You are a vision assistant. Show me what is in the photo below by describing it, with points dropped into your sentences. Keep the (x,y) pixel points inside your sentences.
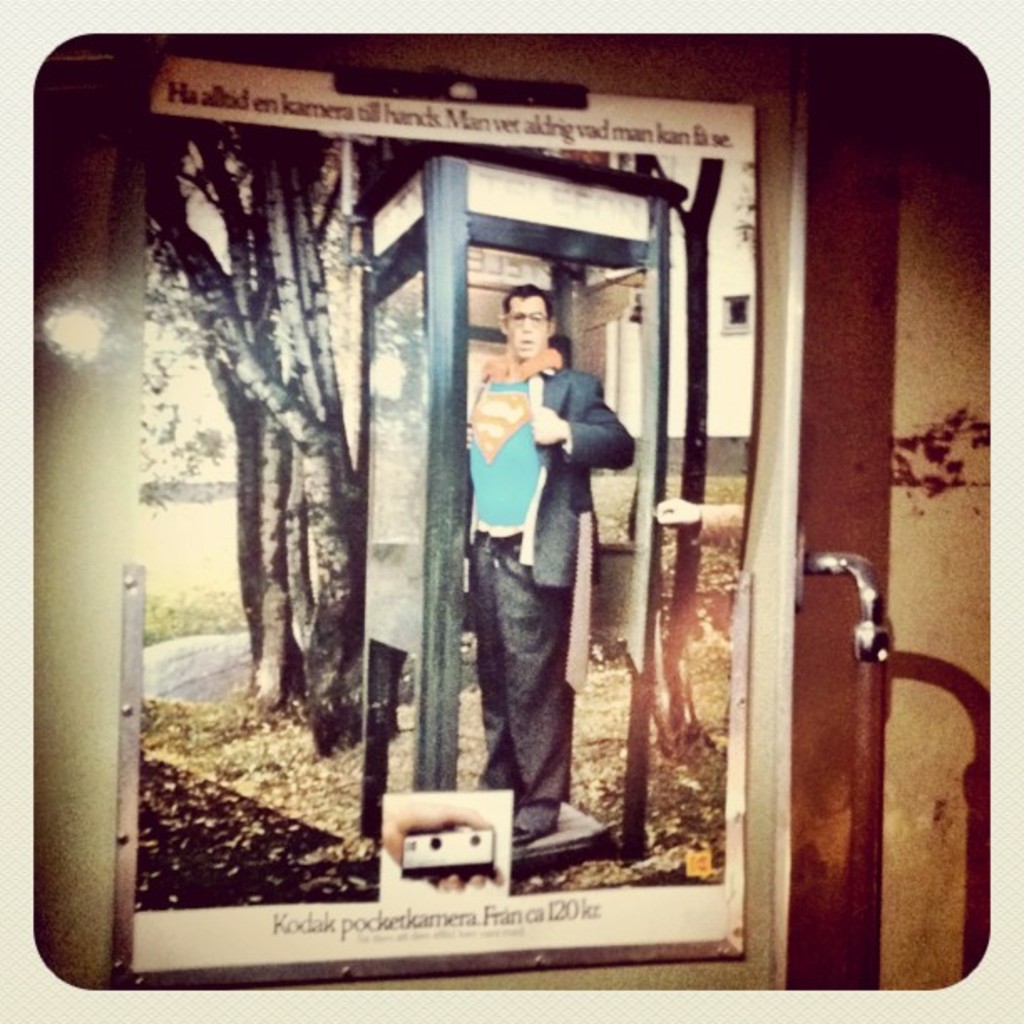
In the picture we can see poster (474,472) which is attached to the object (817,345) and the poster (734,424) is of a person (561,545) standing in a cabin (418,284) who is wearing superman T-shirt (508,417) and in the background of the picture (315,447) there are some trees (265,407) and we can see some text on top and bottom of the poster (381,438).
